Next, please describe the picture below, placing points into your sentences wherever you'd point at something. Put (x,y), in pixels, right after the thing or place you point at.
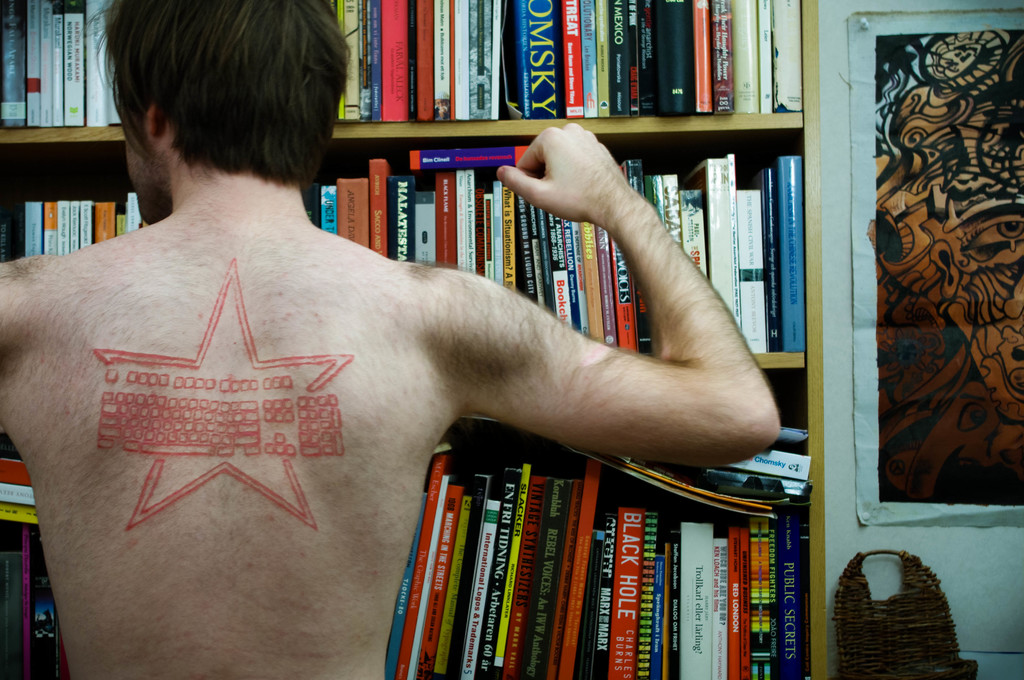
In the picture we can see a man (337,394) standing and towards the wall (885,535) without clothes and back (268,664) of him we can see a tattoo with an image of star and keys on it and in the background (826,606), we can see racks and filled with full of books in it and beside to it we can see a photo frame (1000,499) with a painting (1008,487) to the wall (976,632) and under it we can see a bag (904,632).
